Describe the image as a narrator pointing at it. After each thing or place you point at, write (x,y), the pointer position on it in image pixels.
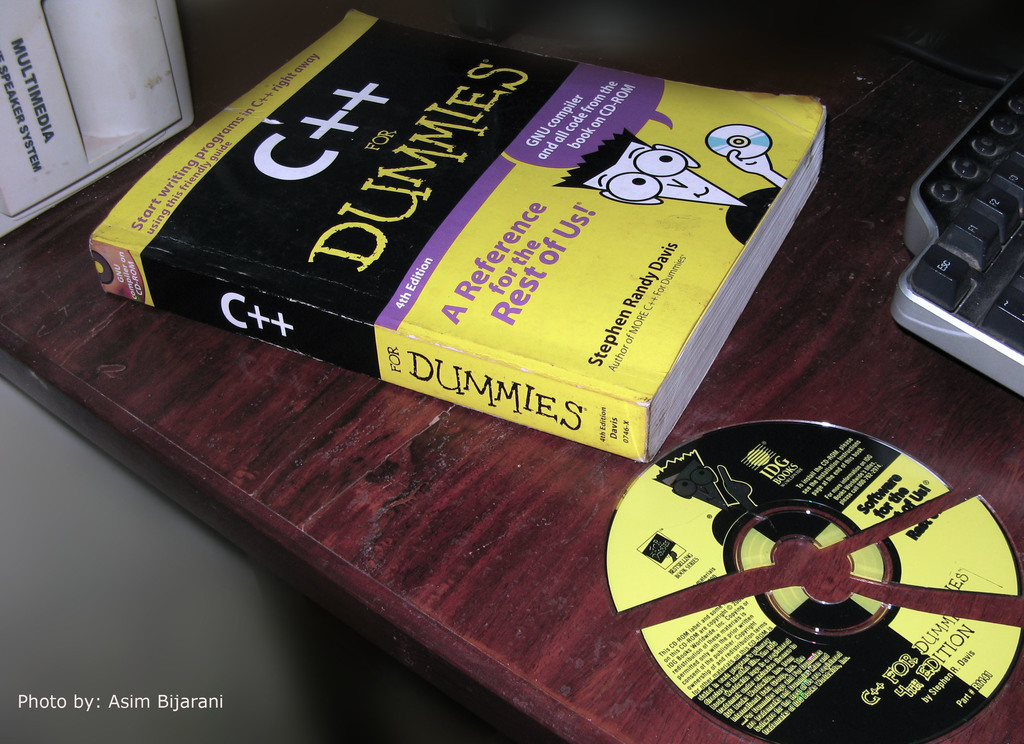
In this picture we can see one book (617,240), broken disk (883,647) and keyboard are placed on the table (900,184).
